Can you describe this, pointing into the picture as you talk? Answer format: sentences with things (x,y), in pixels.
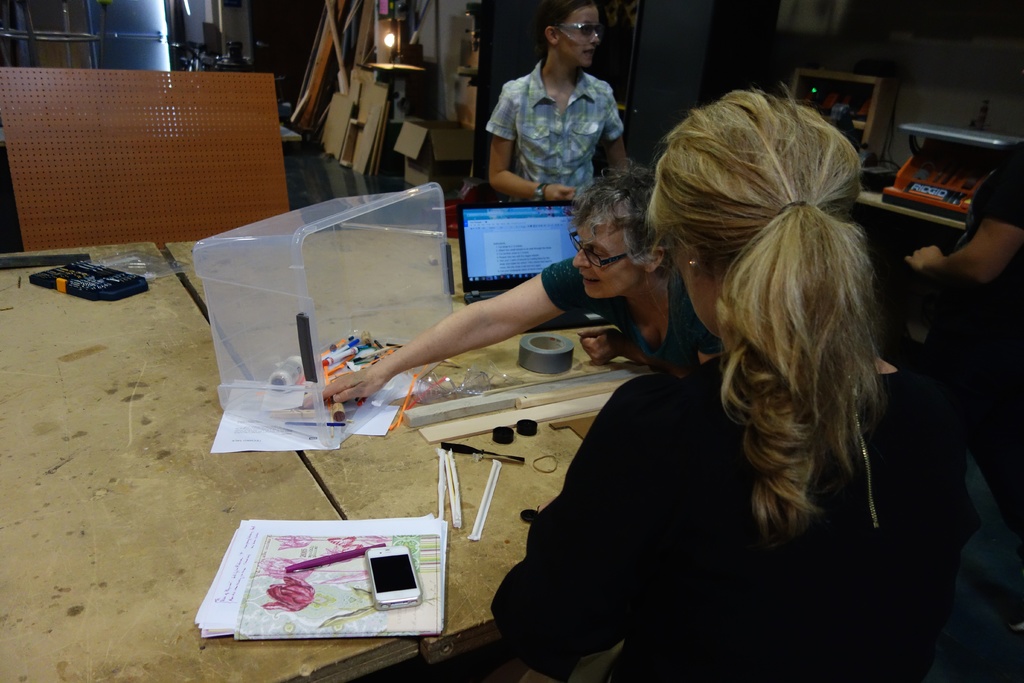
In the image in the center (672,422) we can see three persons (606,242). Two persons (693,336) were sitting and one person (552,116) she is standing. In front of them we can see the table (192,377), on table (432,446) we can see some objects (237,272). And coming to the background (473,20) we can see the light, tools (396,96) and wall (455,82).
